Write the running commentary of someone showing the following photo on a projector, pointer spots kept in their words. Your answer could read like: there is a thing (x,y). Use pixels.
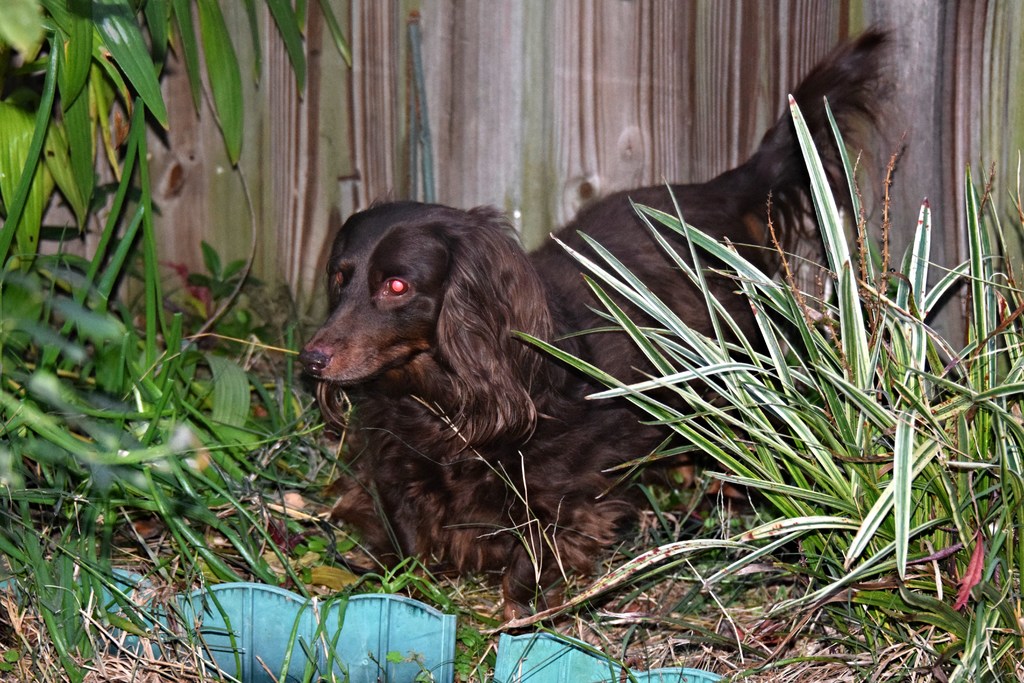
In the image there is a dog (532,388) standing in front of fence (411,79), on either side of it there are plants (43,529) on the land (429,563).
